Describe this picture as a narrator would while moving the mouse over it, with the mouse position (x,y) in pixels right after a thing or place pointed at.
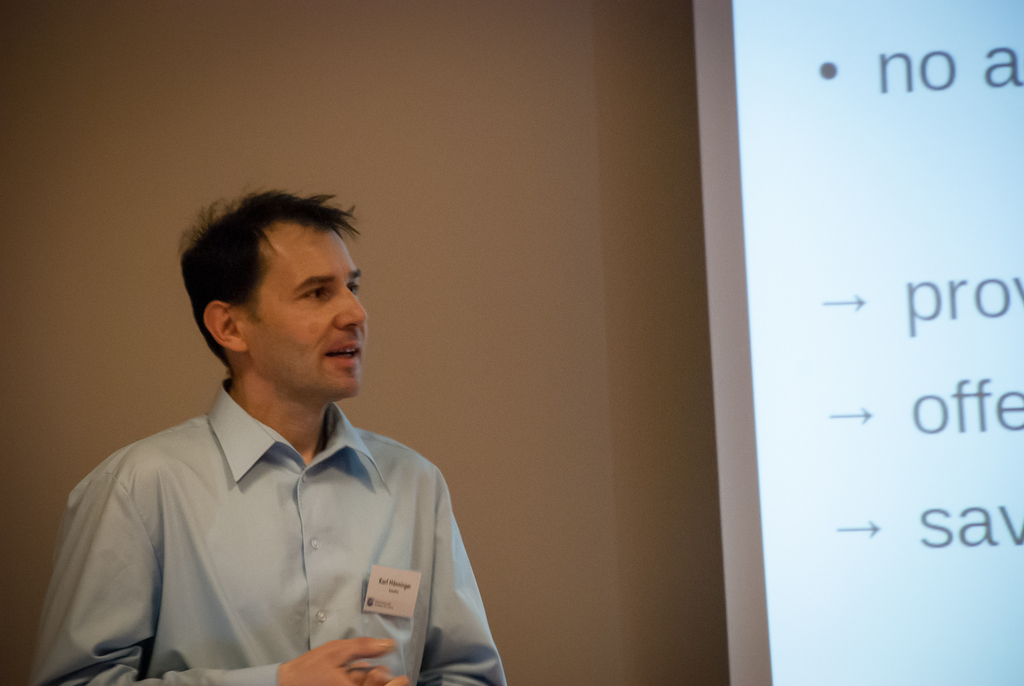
In this image in the front (285,505) there is a man (264,525) standing and speaking. On the right side (967,452) there is a screen (963,483), on the screen (950,409) there are some texts (959,389).
